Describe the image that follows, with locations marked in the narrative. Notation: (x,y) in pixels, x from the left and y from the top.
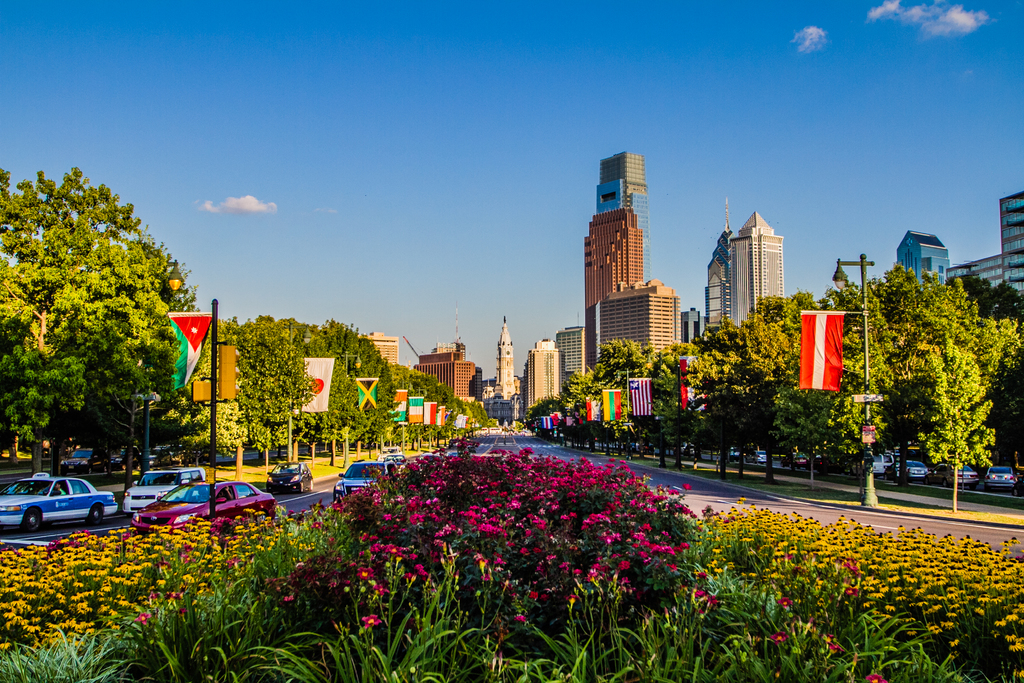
In the picture we can see a road (919,521) on the other side and in the middle (435,453) we can see some plants (517,470) and flower (188,559) and flags (200,322) to the pole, and some vehicles (355,473) on the road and besides to the road (484,441) we can see trees (289,357), flags (441,411) to the poles (215,319) and buildings (498,419) behind it and in the background (496,405) also we can see some tower buildings (723,236) and a sky (572,278).
